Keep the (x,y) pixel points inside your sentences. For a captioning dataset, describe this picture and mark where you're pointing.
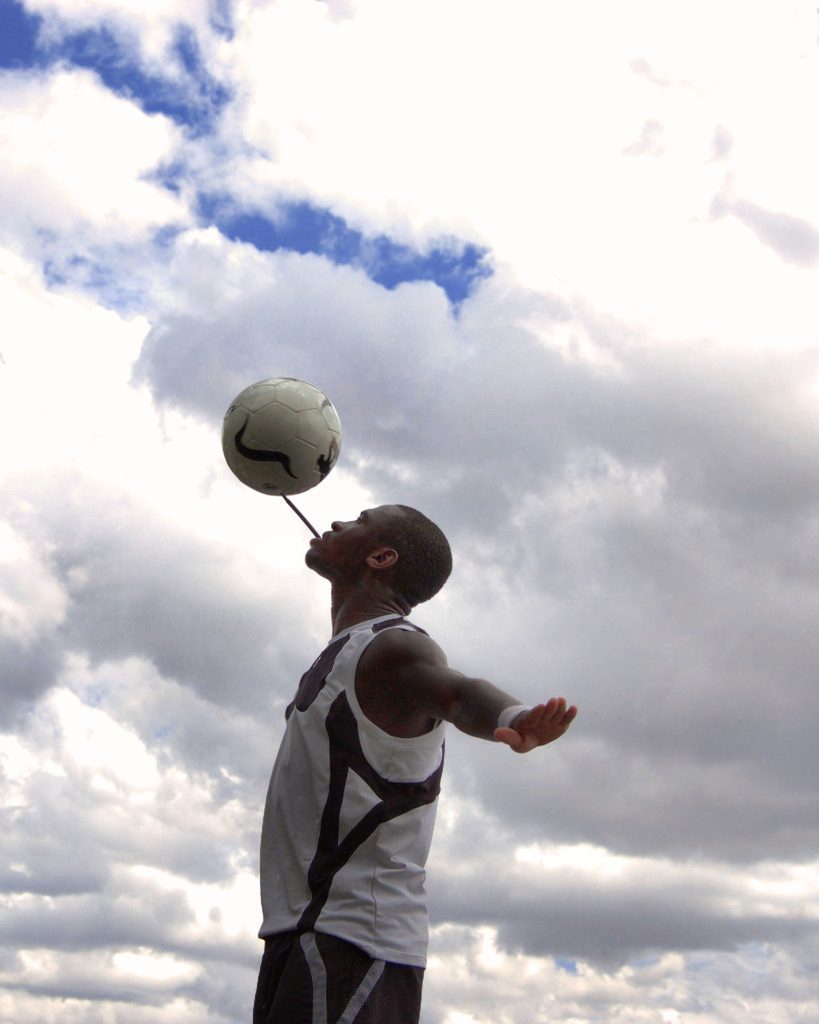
On the background (505,190) we can see blue sky (315,232) with clouds (504,146). Here we can see one man (355,632) wearing a white color shirt (365,774). he wore wrist band (505,722) and he is holding a ball (303,485) with a stick (297,513) in his mouth (321,541).
